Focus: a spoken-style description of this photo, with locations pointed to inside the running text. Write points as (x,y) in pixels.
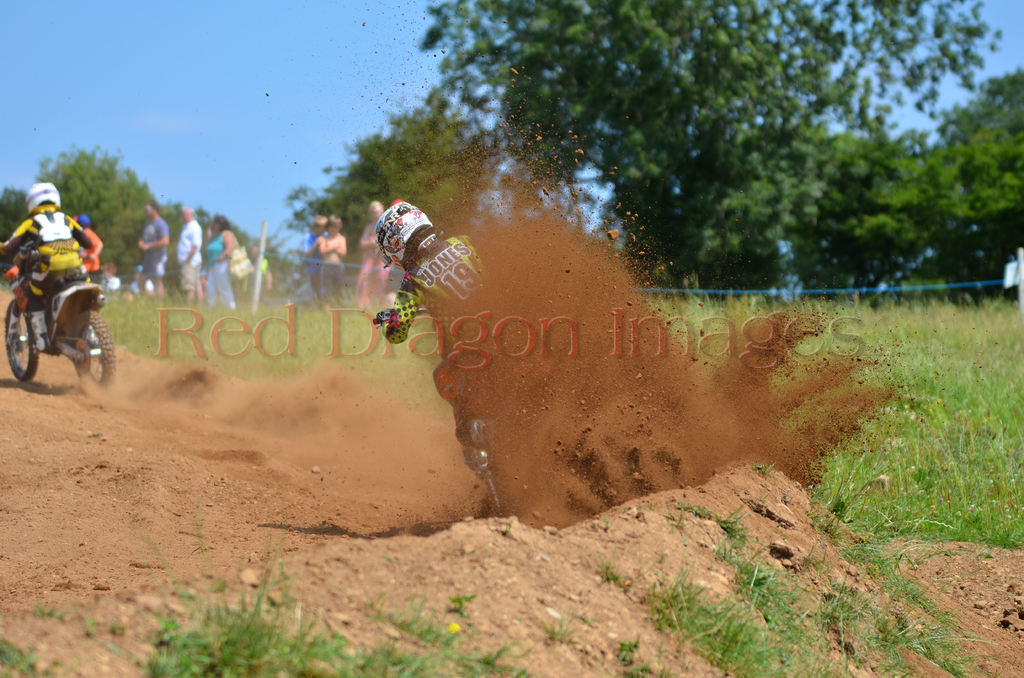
In this image we can see a two persons (55,277) riding a motorbike (68,331). A group of people (160,263) are standing in the image. There is a grassy land (865,359) in the image. There are many trees (170,253) in the image.
